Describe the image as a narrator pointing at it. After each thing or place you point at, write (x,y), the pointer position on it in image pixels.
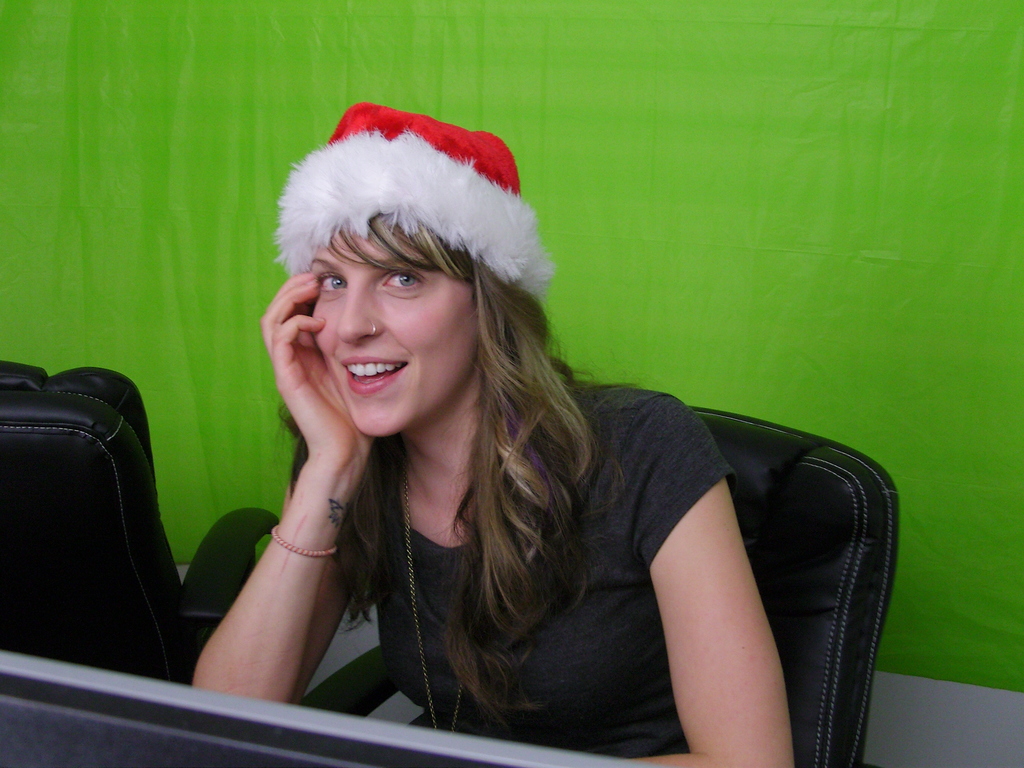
In this image we can see a girl (525,403) is sitting on a black chair (853,574) and wearing black t-shirt (616,673) with Christmas cap (405,171). Background of the image (931,644) green and white color wall (931,630) is there. Left side of the image (97,506) one more black color chair (47,552) is present.
